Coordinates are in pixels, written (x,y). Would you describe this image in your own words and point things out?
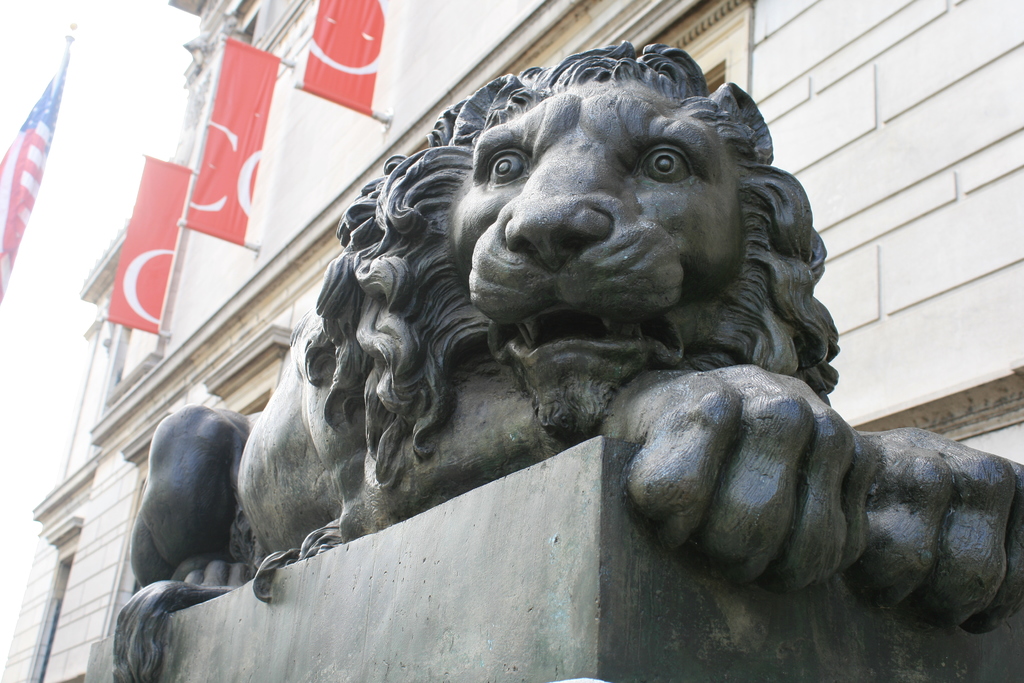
In this image we can see a statue (490,420), pedestal (588,539), buildings (151,431), flags (130,275) and sky (81,139).
